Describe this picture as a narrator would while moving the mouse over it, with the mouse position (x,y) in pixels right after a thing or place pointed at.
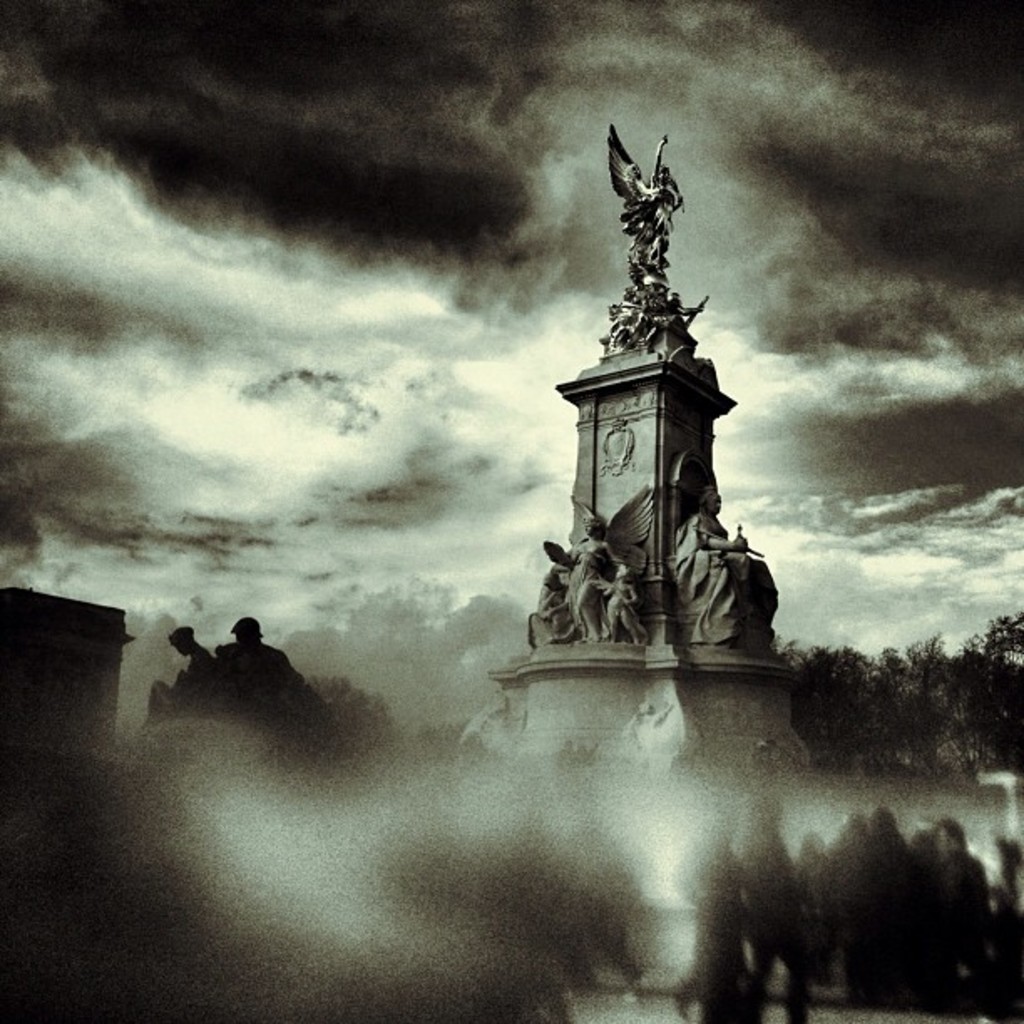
In this image in the front (636,876) there are Shadows (799,891) of the persons (742,903). In the center (613,518) there are statues (694,558). In the background (902,681) there are trees (871,690) and the sky (908,360) is cloudy.
